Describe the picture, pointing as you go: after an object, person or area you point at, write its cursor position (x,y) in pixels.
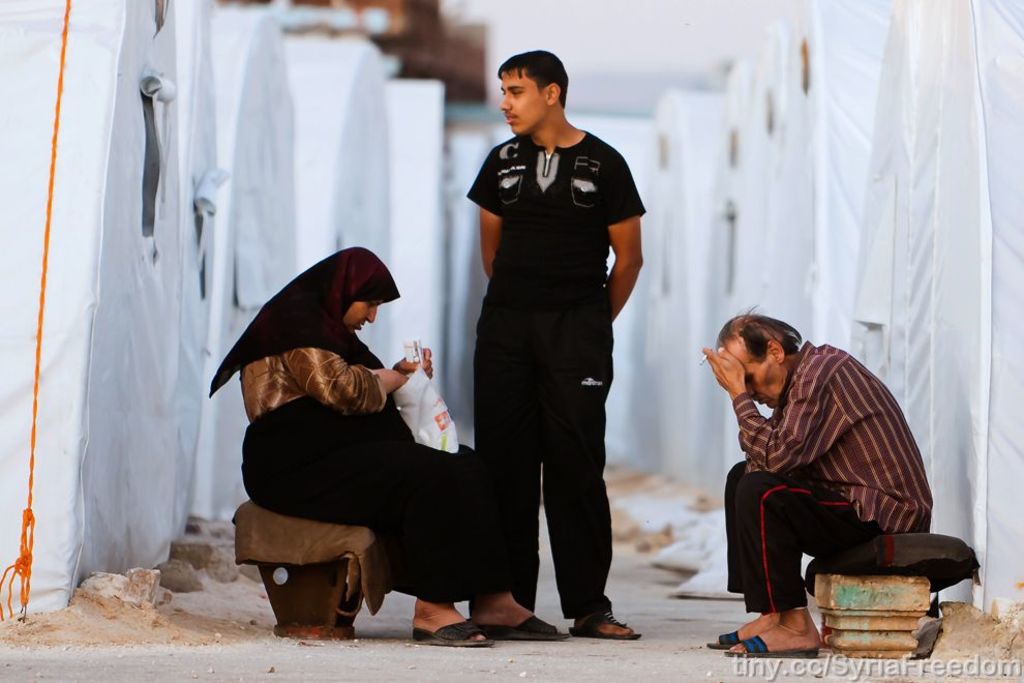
In this image there is a man (846,471) and a woman (341,512) sitting, in between them there is a person (564,359) standing, around them there are some objects (256,201) covered in white cloth (809,217) and there is a rope (26,603), at the bottom of the image (943,670) there is some text (768,668) and there are some rocks (208,550) on the surface (544,557).
